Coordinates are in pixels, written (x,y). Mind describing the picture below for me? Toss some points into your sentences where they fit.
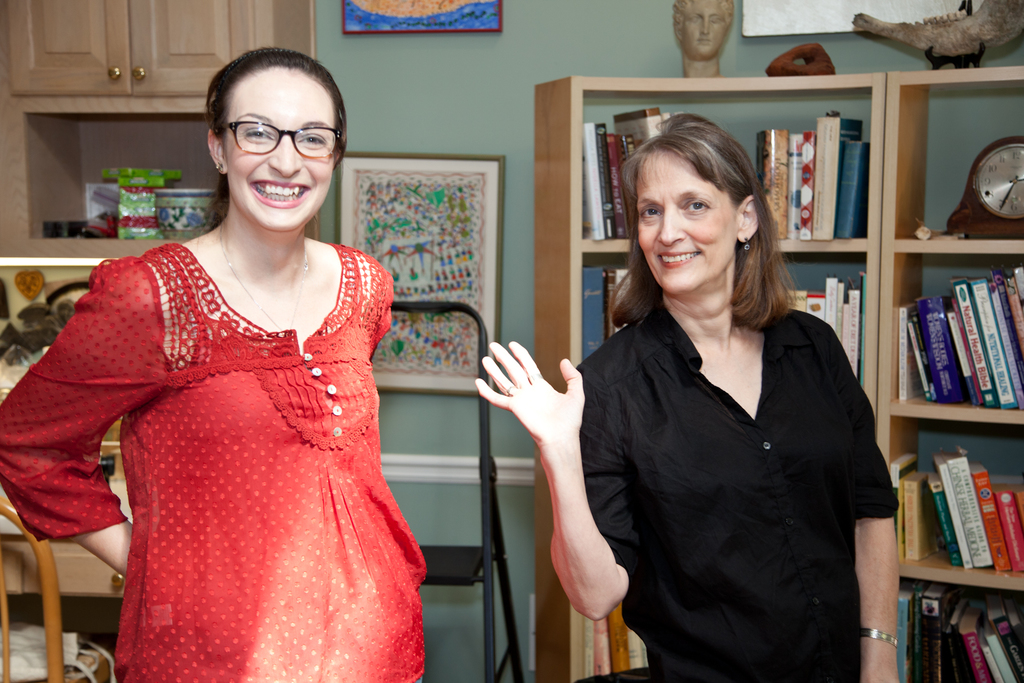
In this image we can see women (337,572) standing and smiling, books (779,170) arranged in the cupboards (853,246), clock (968,217), decor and wall hangings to the wall (485,149).
